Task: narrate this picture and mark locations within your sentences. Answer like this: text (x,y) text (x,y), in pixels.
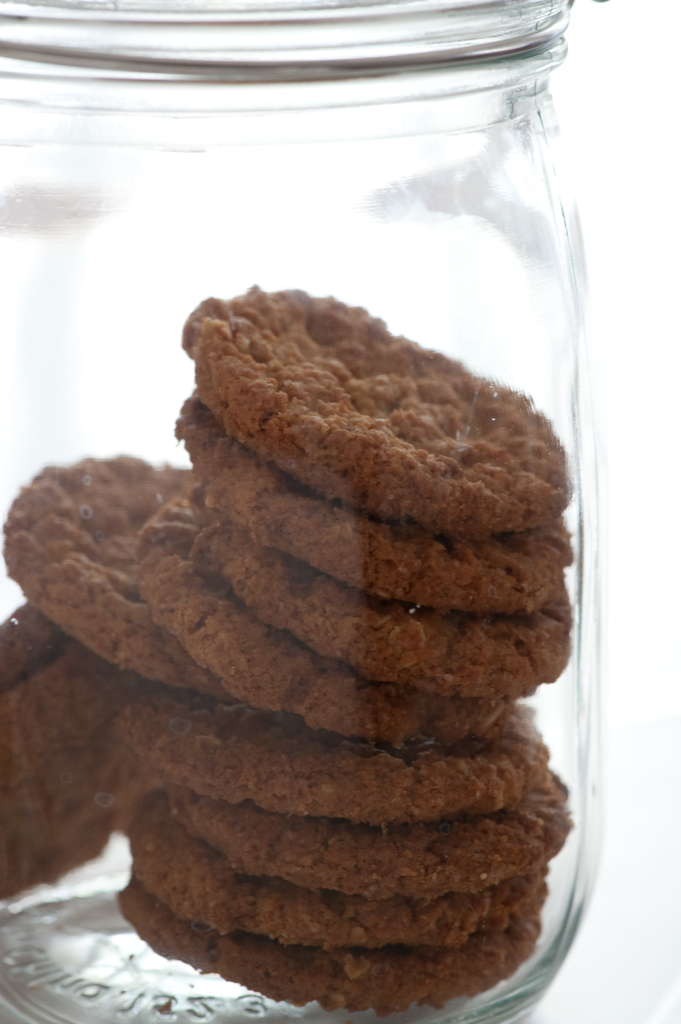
In this glass jar (478,21) we can see brown cookies (349,781) or biscuit (418,771).
